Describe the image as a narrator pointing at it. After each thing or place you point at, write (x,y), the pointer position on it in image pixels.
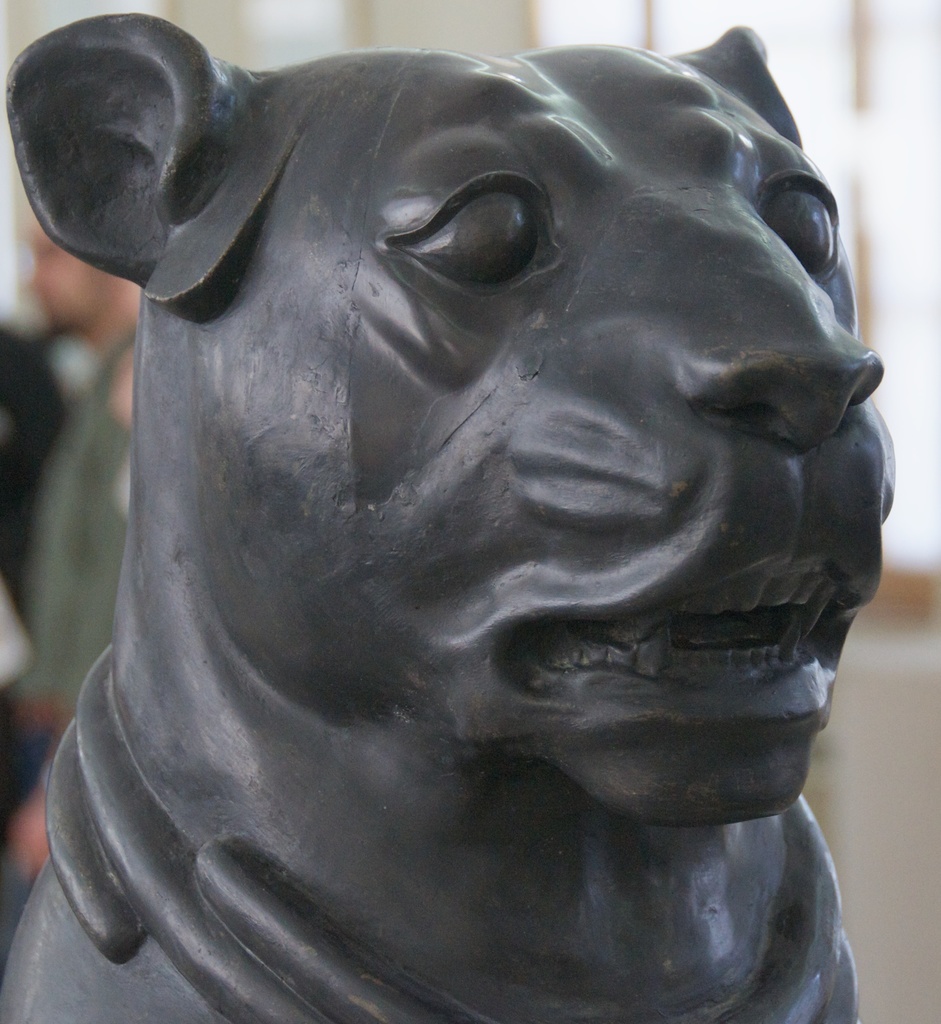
In the center of the image (562,440) we can see a sculpture (760,362). On the left (112,612) there is a person (86,568).
